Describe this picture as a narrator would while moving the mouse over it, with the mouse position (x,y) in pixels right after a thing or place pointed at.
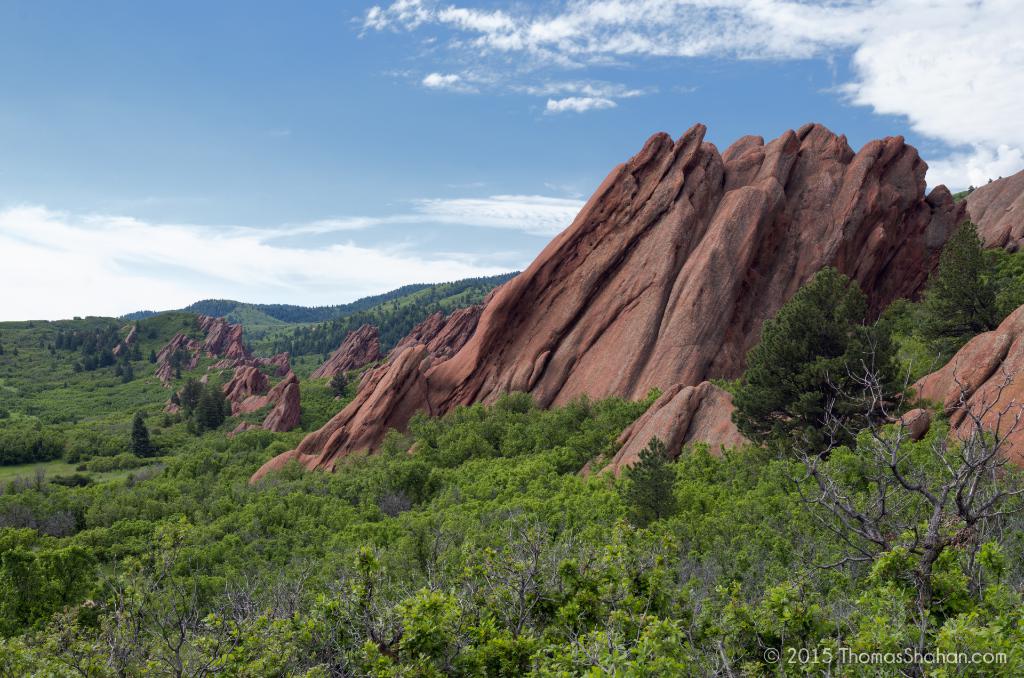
In this image I can see the plants (340,513). To the side of the plants (519,407) I can see the brown color rocks (654,415). In the background (327,287) I can see the clouds (489,199) and the sky (467,135).
